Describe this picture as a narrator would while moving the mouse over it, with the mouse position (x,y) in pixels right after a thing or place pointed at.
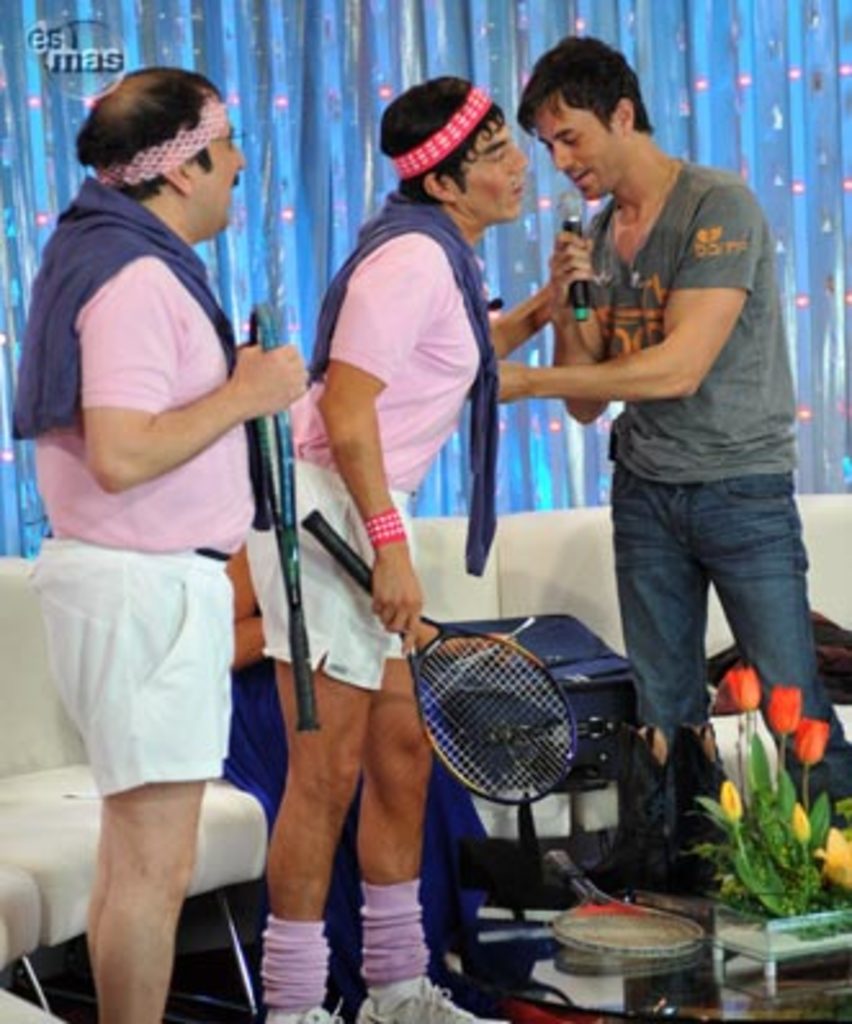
There are two tennis players (360,524), holding a bats (503,745) and another man (575,350) holding a mic (585,262). Three of them talking to each other. Two of them were wearing bands (120,176). There is a sofa set (573,600) on which a bag (564,629) was placed. In front of them there is a table (708,942) on which some flowers (745,903) were placed. In the background (741,119) there is a curtain (198,59).
